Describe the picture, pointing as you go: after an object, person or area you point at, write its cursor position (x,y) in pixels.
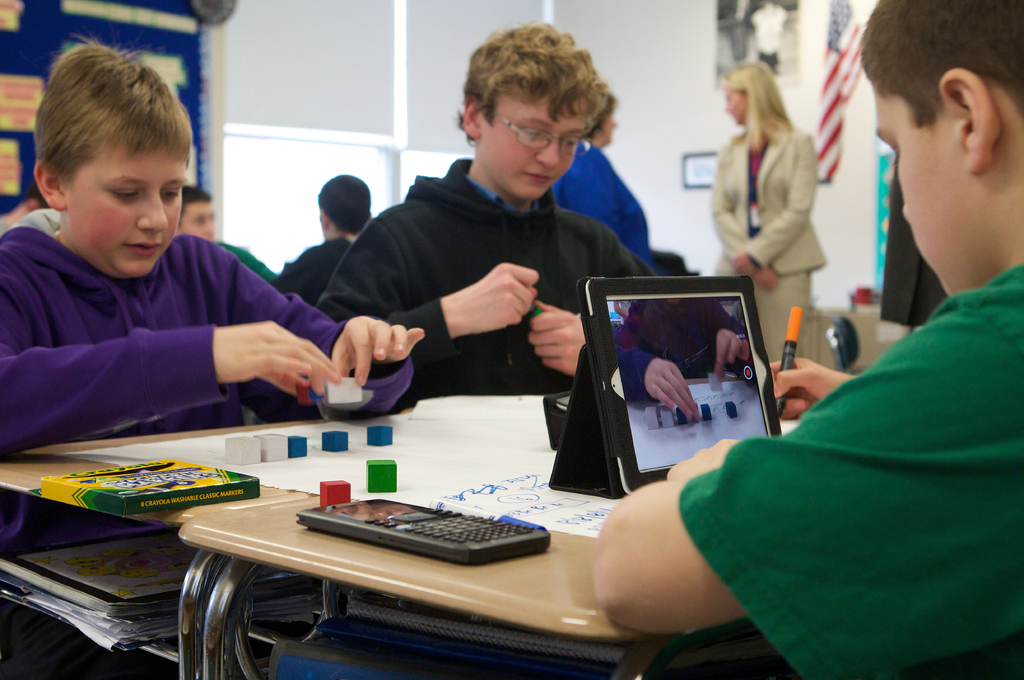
There are three persons (470,335) sitting on the chairs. This is table (314,561). On the table (386,571) there is a i pod (635,370), papers (514,419), box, and a calculator (446,519). Here we can see a woman (740,174) standing on the floor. On the background (664,120) there is a wall (852,176) and this is flag (826,161). Here we can see a glass (294,180).
